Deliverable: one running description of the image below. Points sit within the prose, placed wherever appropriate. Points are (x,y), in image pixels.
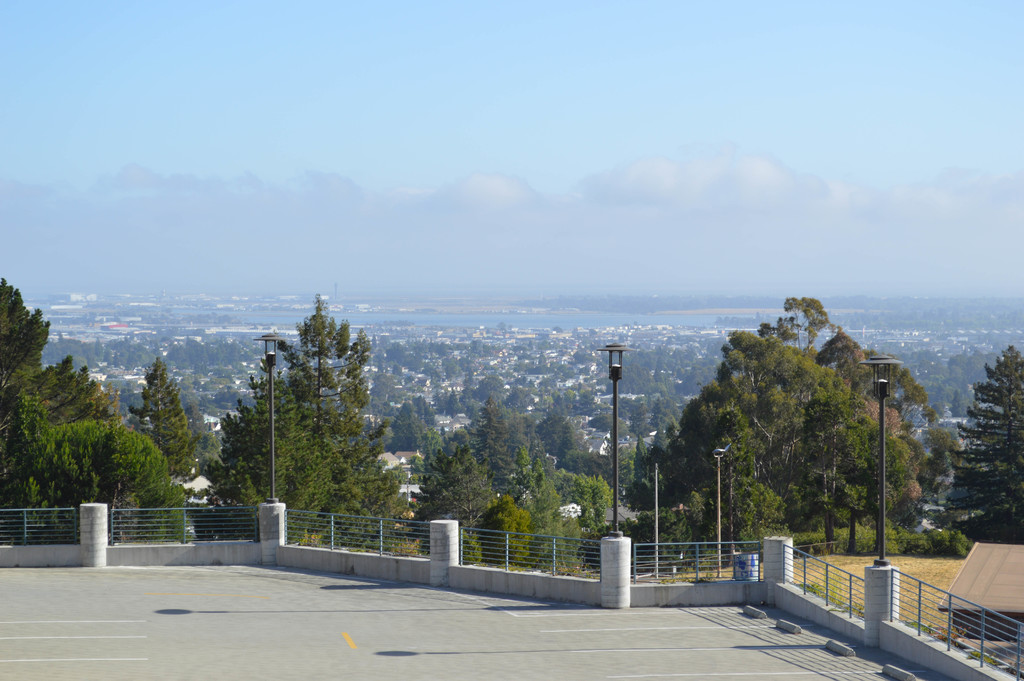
In this image I can see the ground (415,627), few black colored metal poles (886,379), the railing (589,541), few trees (898,506) which are green in color, few buildings (600,385), the water (560,323) and a small shed (980,597). In the background (627,281) I can see the sky (651,212).
